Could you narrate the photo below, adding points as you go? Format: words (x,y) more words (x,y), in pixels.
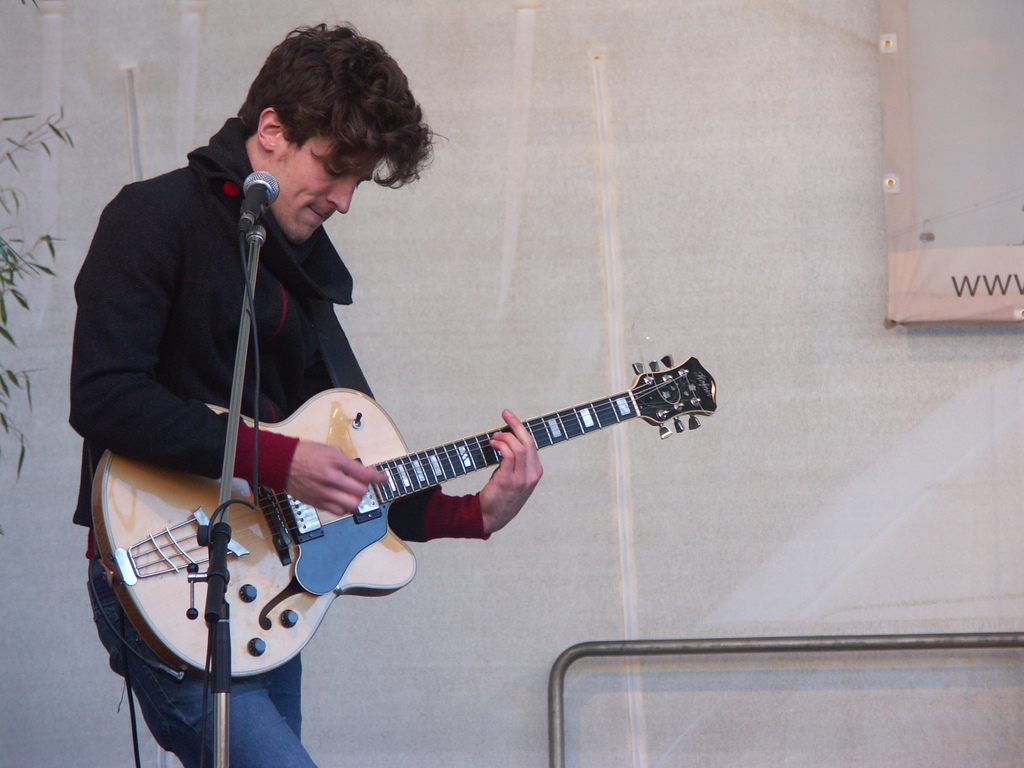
In the image there is a stand (228,651) with a mic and wire (210,548) to it. There is a man (230,288) standing and holding the guitar (192,560). Behind him there is a rod (552,747). On the left side of the image (16,120) there are leaves (27,387).
